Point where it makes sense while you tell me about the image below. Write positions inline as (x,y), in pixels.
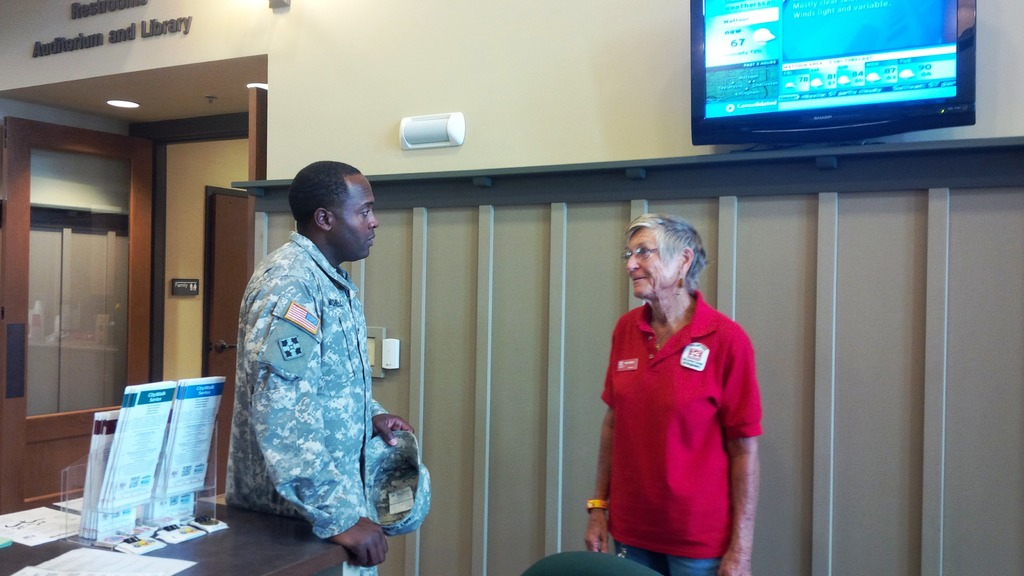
In this picture, the man (301,366) in the uniform (347,420) and the woman (626,257) in red T-shirt (664,487) are standing. I think both of them are talking to each other. In the left bottom of the picture (246,551), we see a table (267,542) on which papers (149,564) and a glass box (166,517) containing papers (131,478) are placed. Behind them, we see a wall (395,300) on which television (740,54) is placed. On the left side (118,20), we see a glass door (129,299) and a wall (86,62) on which "Auditorium and Library" is written.
